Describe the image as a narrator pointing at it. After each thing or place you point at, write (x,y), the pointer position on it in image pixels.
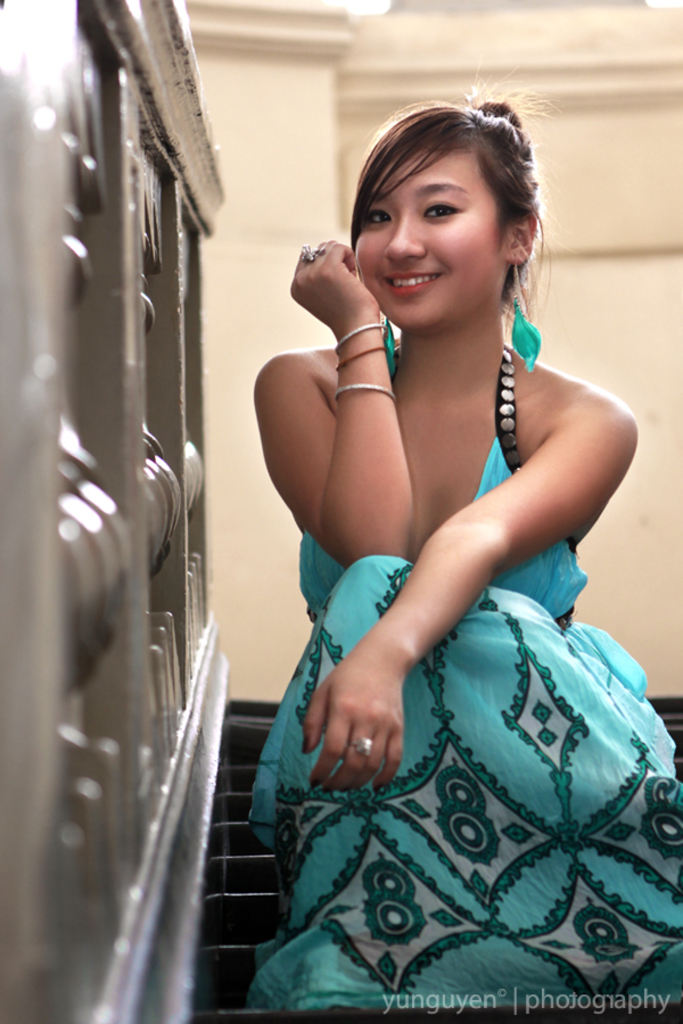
In the foreground (268,730) I can see a woman (531,717) on the steps (546,1011) and a text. In the background (623,92) I can see a wall (594,71) and metal rods (102,378). This image is taken may be during a day.
